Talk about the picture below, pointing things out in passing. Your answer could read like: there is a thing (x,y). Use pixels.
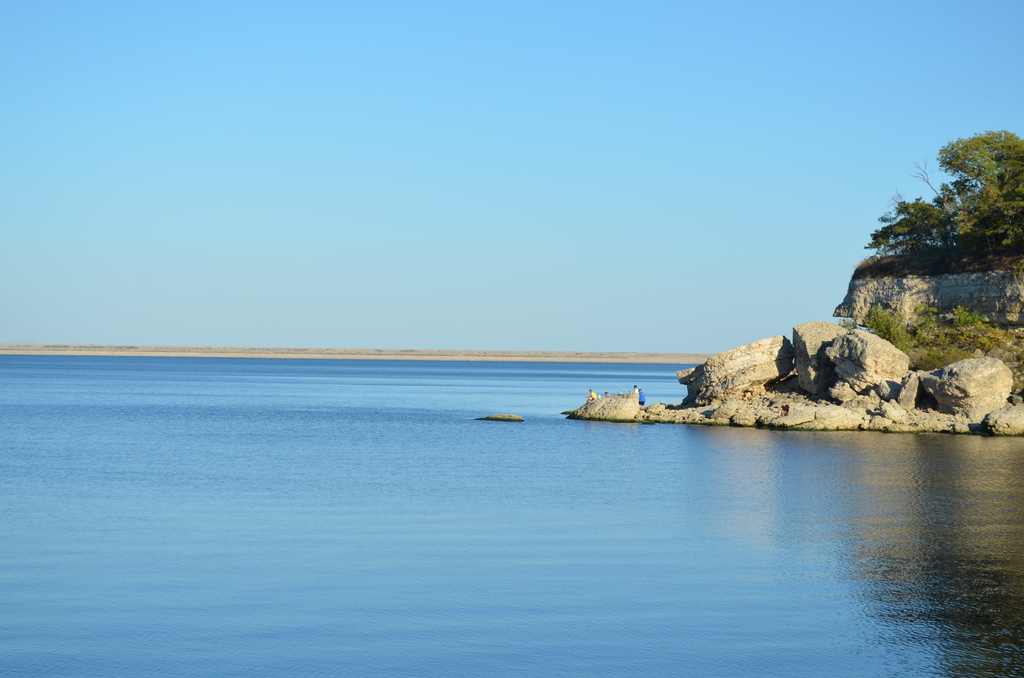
This image consists of water (489,481) in the middle (615,436). There are trees (982,193) and rocks (936,287) on the right side (885,333). There is sky (416,132) at the top (297,185).
